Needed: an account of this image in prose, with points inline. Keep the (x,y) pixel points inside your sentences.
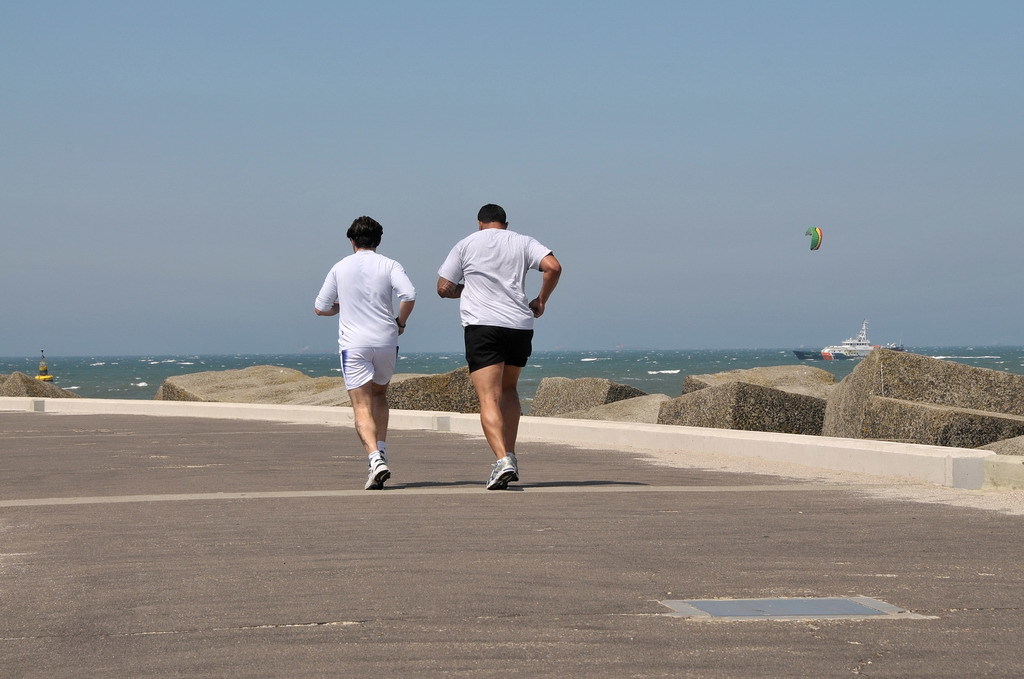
In the foreground of this picture (371,239), there are two men (471,368) running on the road (479,515). In the background (922,363), there are stones (883,403), water (643,377), a ship (799,358) on the water (843,362), a parachute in the air and the sky (427,38).
